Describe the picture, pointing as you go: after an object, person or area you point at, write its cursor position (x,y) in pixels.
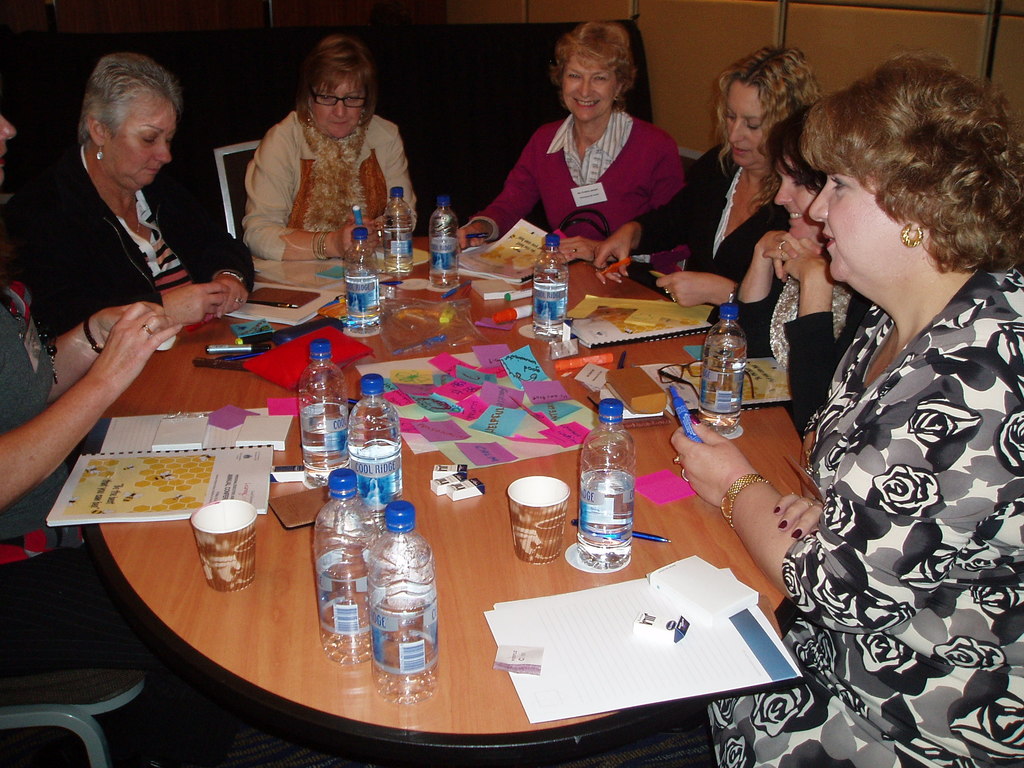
Here we can see group of women (945,465) sitting on chairs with table (673,528) in front of them having bottles of water (362,386) present and there are books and papers (273,399) present and some of them are smiling.
